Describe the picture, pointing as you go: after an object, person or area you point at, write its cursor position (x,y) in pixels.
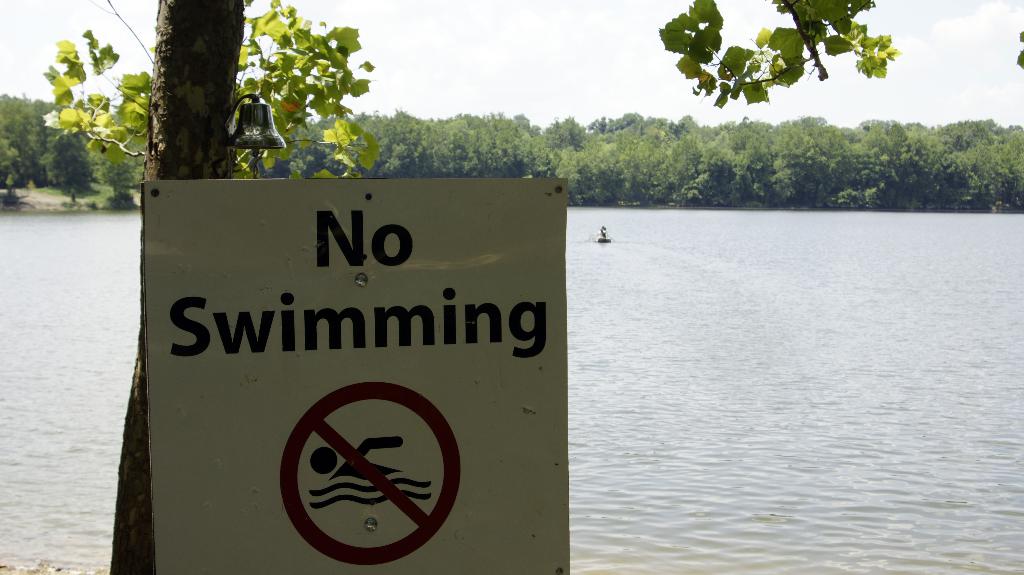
In the foreground of this image (333,419), there is a sign board (317,397) to a tree (225,128) and there is also a bell (249,147) to it. In the background (901,305), there is water (689,299) and it seems like a boat (603,239) on it and also trees (730,164) and the sky (494,82).
